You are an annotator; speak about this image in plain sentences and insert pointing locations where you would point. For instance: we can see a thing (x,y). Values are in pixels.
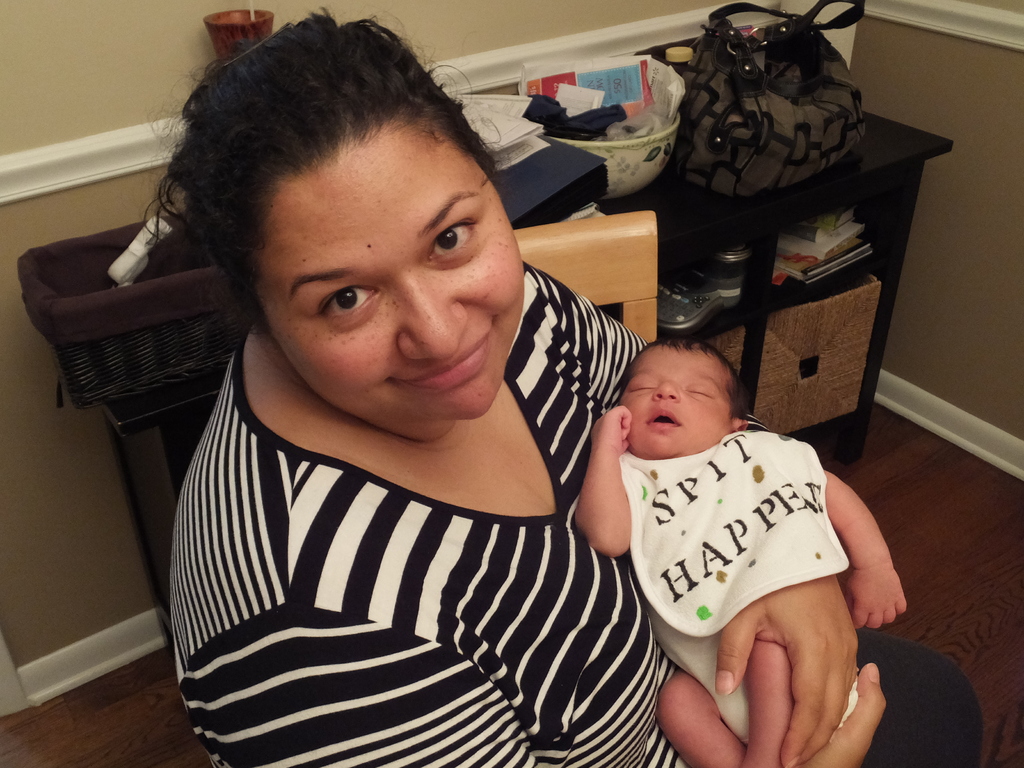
In this image I can see that two person (455,555) among them one is a woman (364,556) who is holding a baby (665,558) in a hand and smiling, behind the woman (486,325) we have a table (836,180), a bag (692,137) and few other stuff (666,145). The woman (528,515) is sitting on the chair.
